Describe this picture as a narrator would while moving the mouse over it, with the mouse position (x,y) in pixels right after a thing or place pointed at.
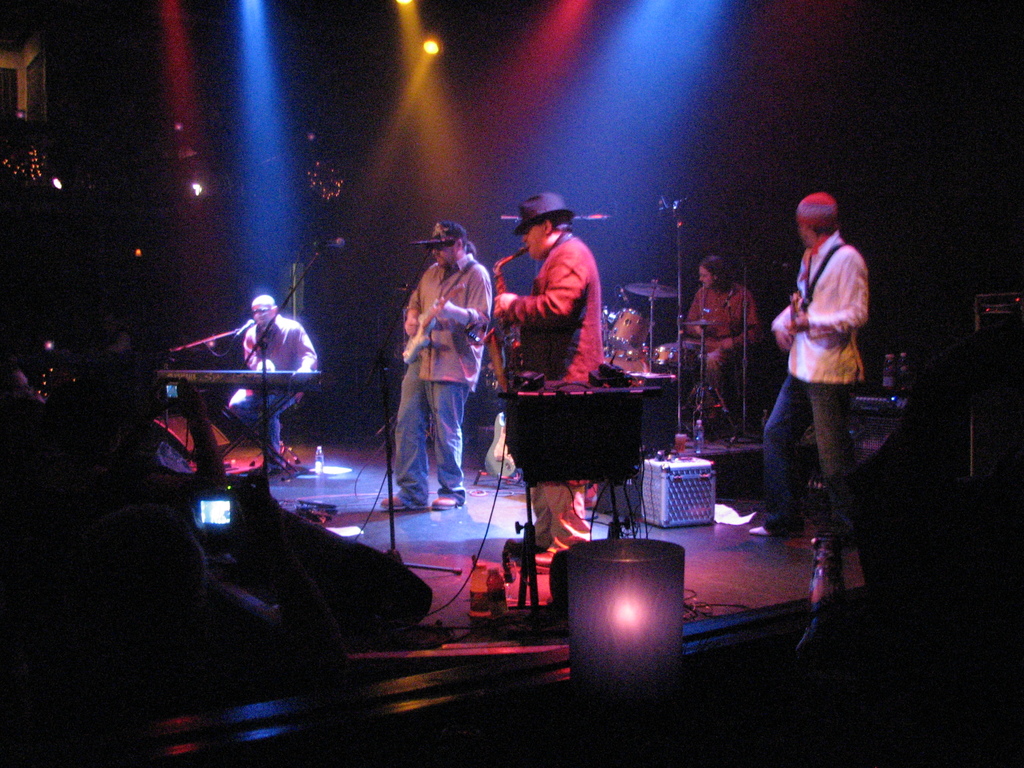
In the image in the center (567,500) we can see few persons (818,251) were standing on the stage (488,534). In the center (555,356) persons (435,281) were holding guitar (430,330) and saxophone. And back of the persons (784,312) were holding some musical instruments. And the bottom left (162,604) we can see few persons (151,465) were standing and holding camera (206,491). And we can see lights (417,125) around them.
